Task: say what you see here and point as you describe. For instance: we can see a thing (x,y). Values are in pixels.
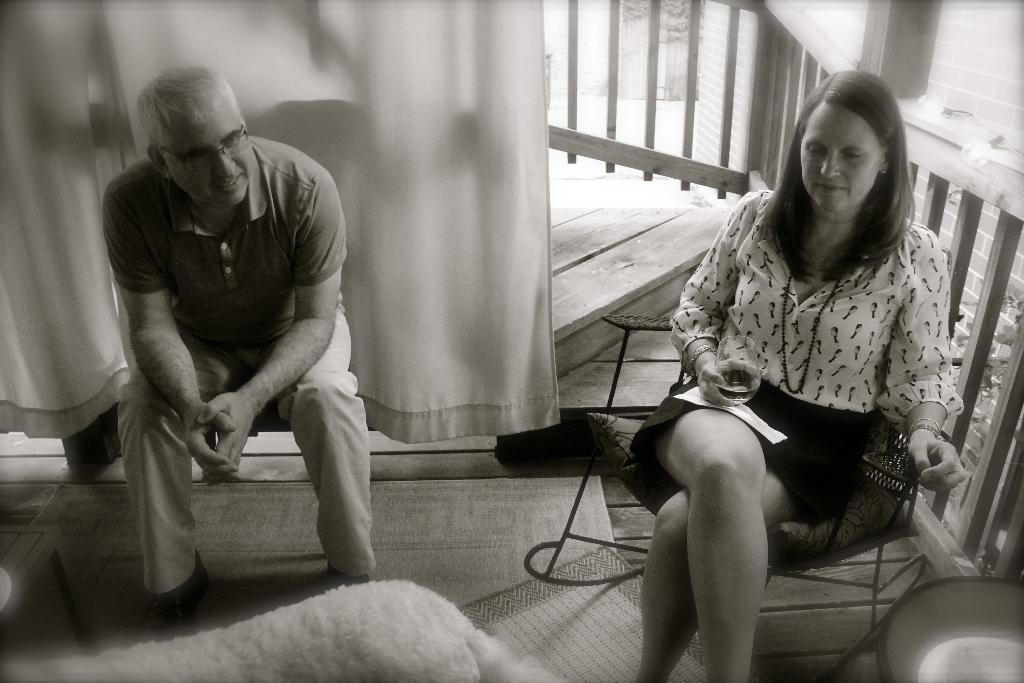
In this image I can see two persons (764,480) sitting. The person (782,476) at right (749,399) is holding the glass (728,397). In the background (397,250) I can see the curtain (507,236) and the wooden railing (692,52) and the image is in black and white.
